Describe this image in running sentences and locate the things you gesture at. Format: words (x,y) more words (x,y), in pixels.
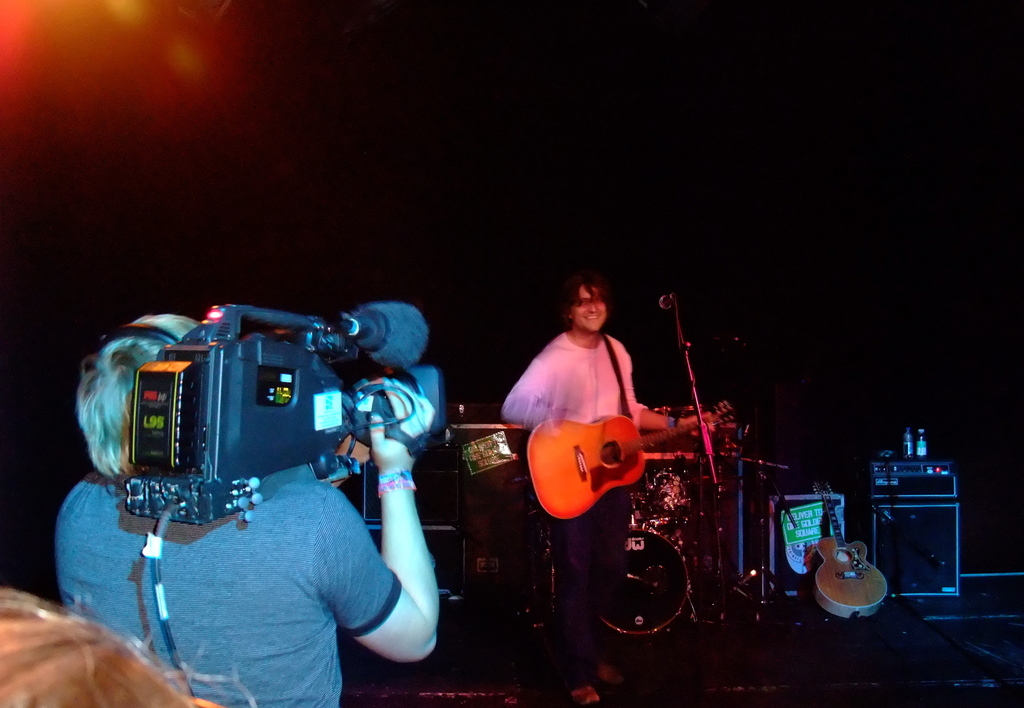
background (814,160) is very dark. here we can see one man (228,543) carrying a camcorder (310,425) on his shoulder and recording this person (503,407). We can see one man (573,315) here standing in front of a mike (706,433) and playing a guitar (631,465) and he is holding a smile on his face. At the right side of the picture (891,496) we can see an electronic device (913,469) and there are bottles (908,445) on it. This is a guitar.
